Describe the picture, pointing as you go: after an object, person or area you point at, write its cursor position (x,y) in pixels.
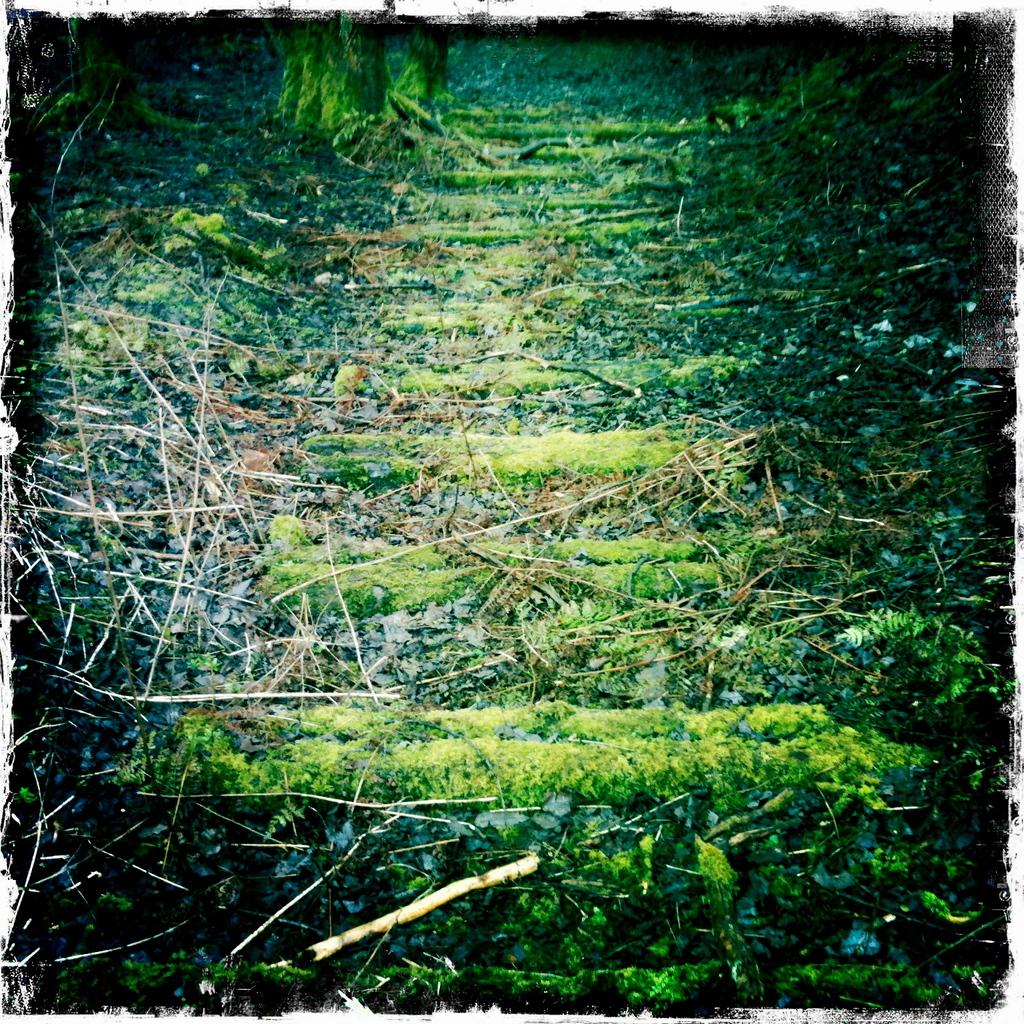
This picture is full of greenery (619,732).
